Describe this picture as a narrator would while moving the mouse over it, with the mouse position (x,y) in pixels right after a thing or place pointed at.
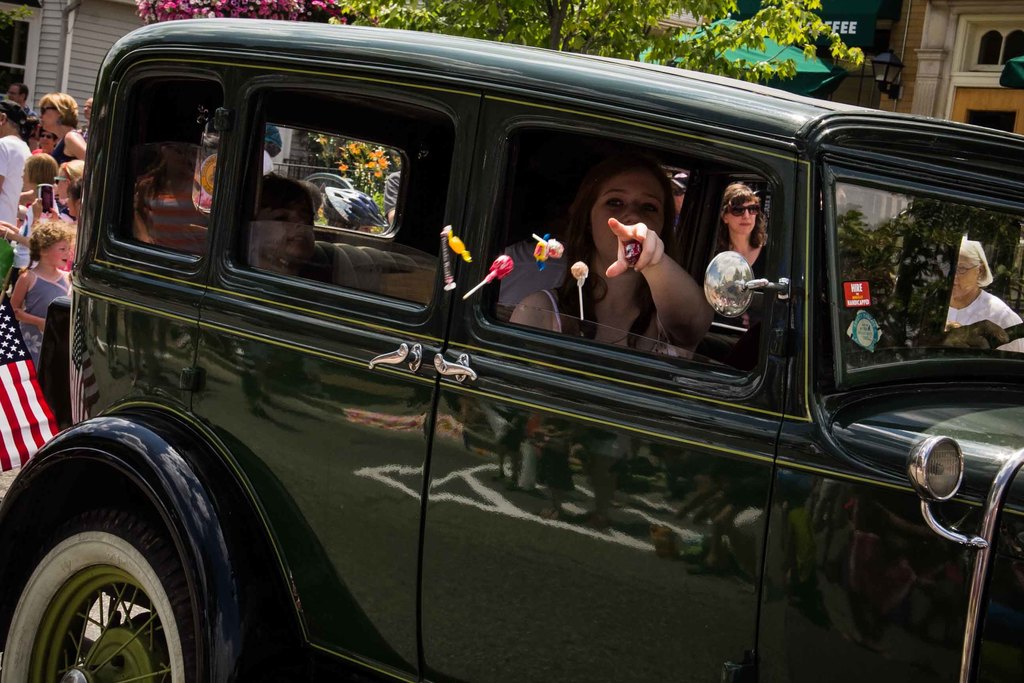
in the picture we can see a car (747,382), in the car (678,465) a lady (682,307) is present inside the car (100,173) there are many people (61,255) walking, there are trees (633,34), buildings (929,36) and flag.
